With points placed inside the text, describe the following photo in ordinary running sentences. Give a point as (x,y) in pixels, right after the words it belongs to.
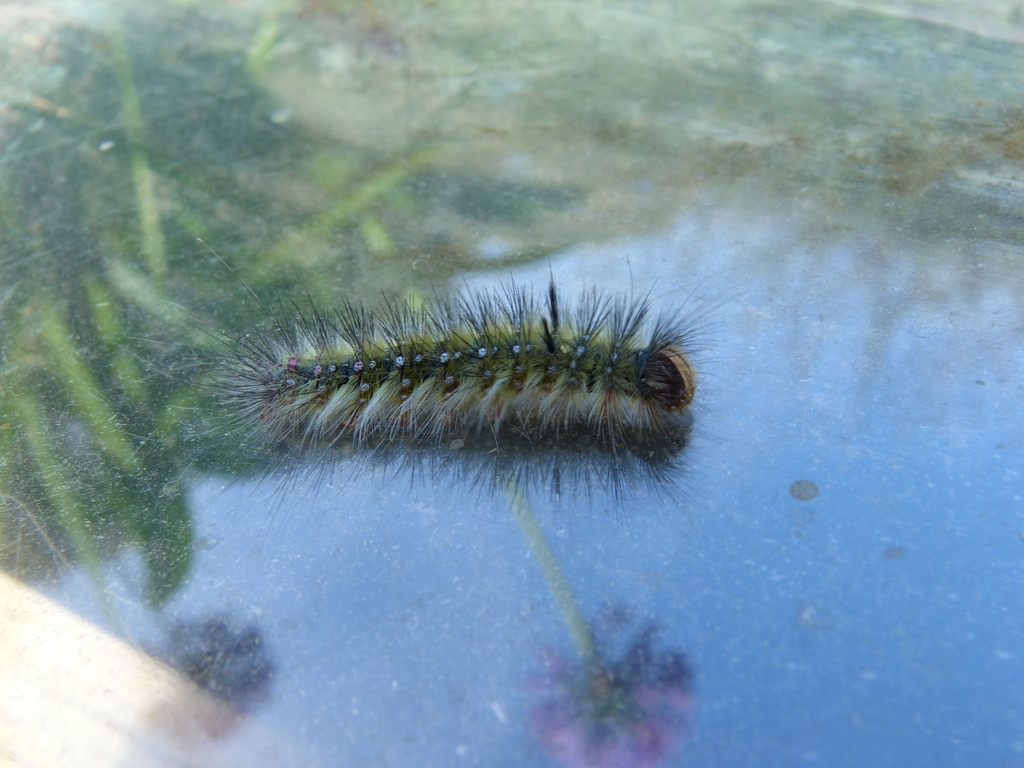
In this image we can see an insect (369,425) on an object (506,504) looks like a glass (602,504). On the object (309,193) we can see the reflection (386,161) of plants (384,188), flowers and the sky (530,561).
